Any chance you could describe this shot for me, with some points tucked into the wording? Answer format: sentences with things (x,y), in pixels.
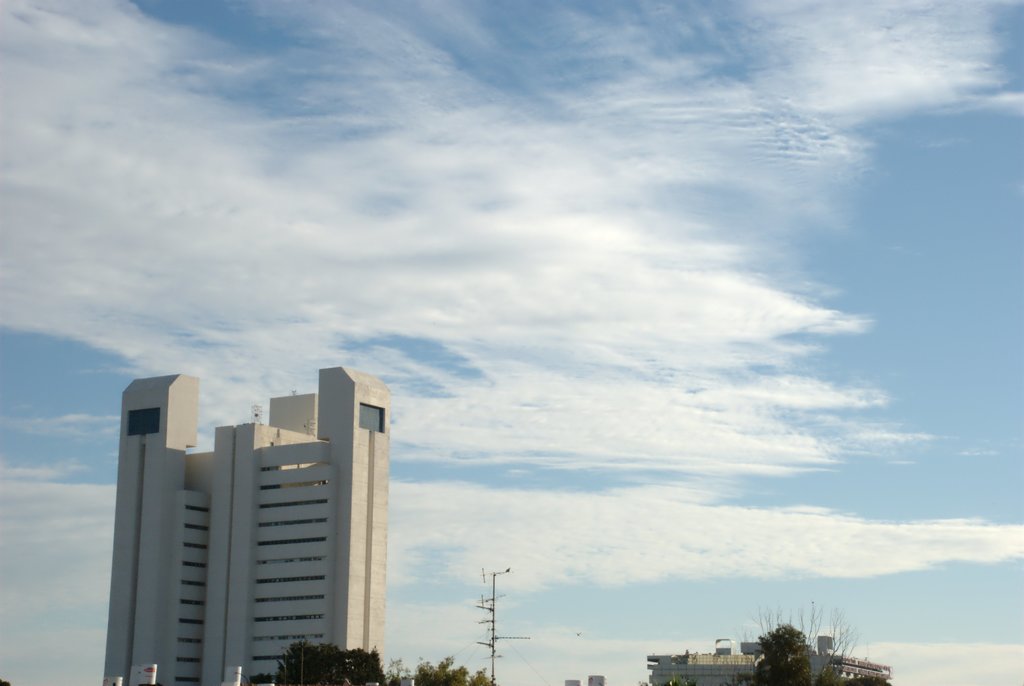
In this image I can see few trees (339,661), a pole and a building (276,590) which is cream in color. In the background (503,537) I can see the sky (597,275).
